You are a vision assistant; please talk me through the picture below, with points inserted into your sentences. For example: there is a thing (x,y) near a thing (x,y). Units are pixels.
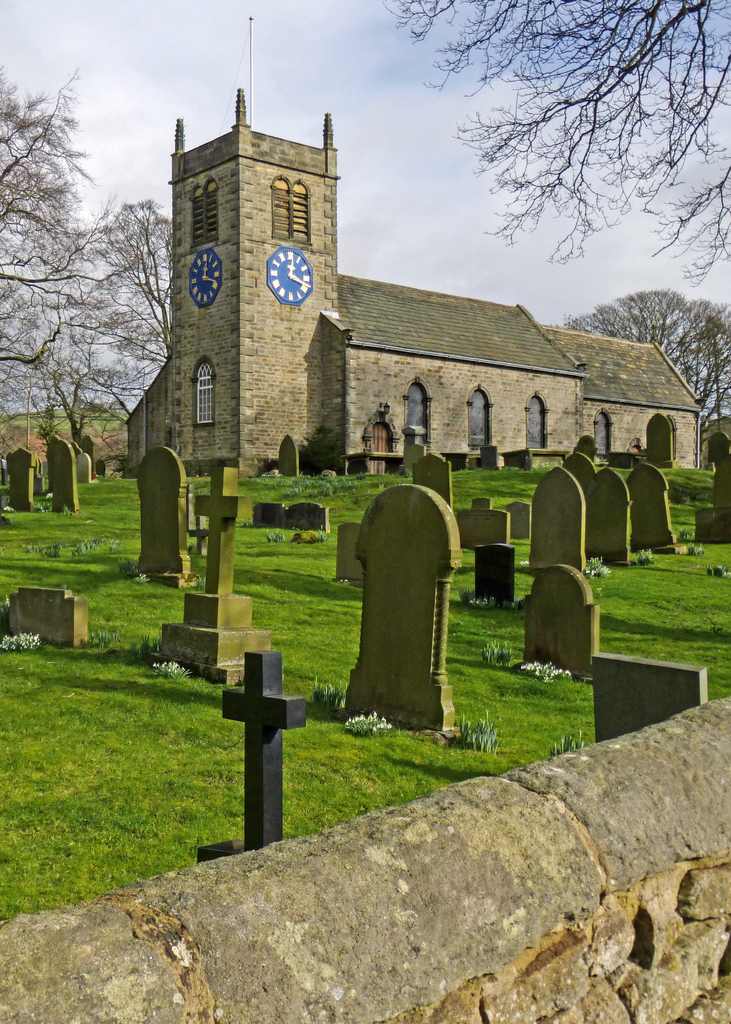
In this picture we can see a stone wall (486,897) in the bottom right (542,862). We can see a few graves (565,656) on the grass (53,800). There are clocks (288,275), arches (199,380), trees (144,327) and other objects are visible on a building (459,406). We can see the sky (389,263).
